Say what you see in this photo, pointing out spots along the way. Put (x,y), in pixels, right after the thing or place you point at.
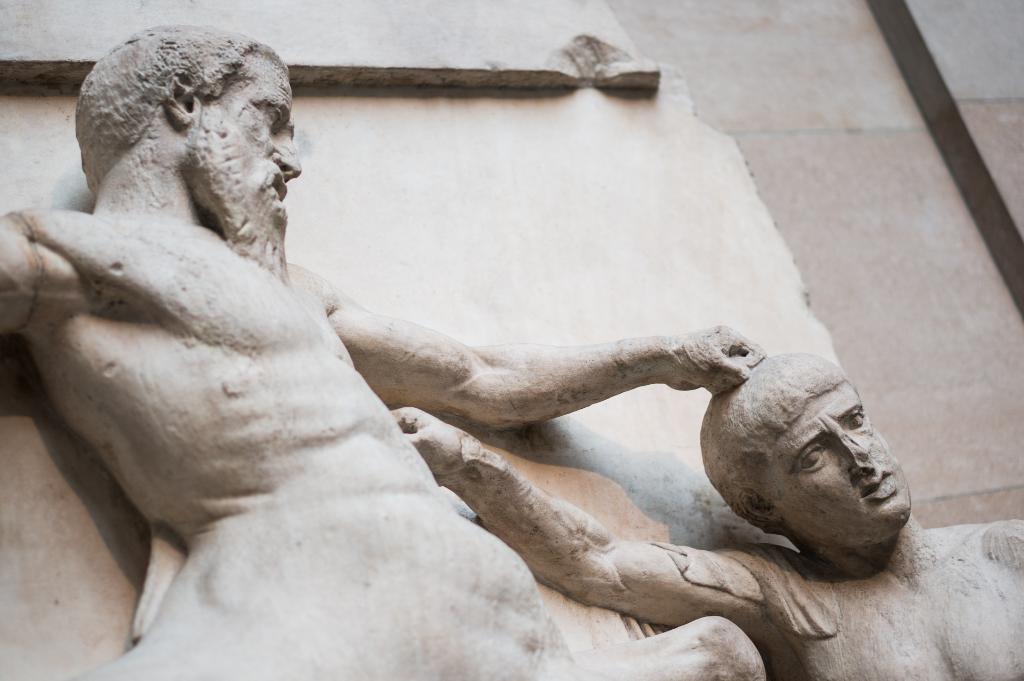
In this picture we can see statues (809,521). In the background of the image (896,152) we can see wall (900,179).
